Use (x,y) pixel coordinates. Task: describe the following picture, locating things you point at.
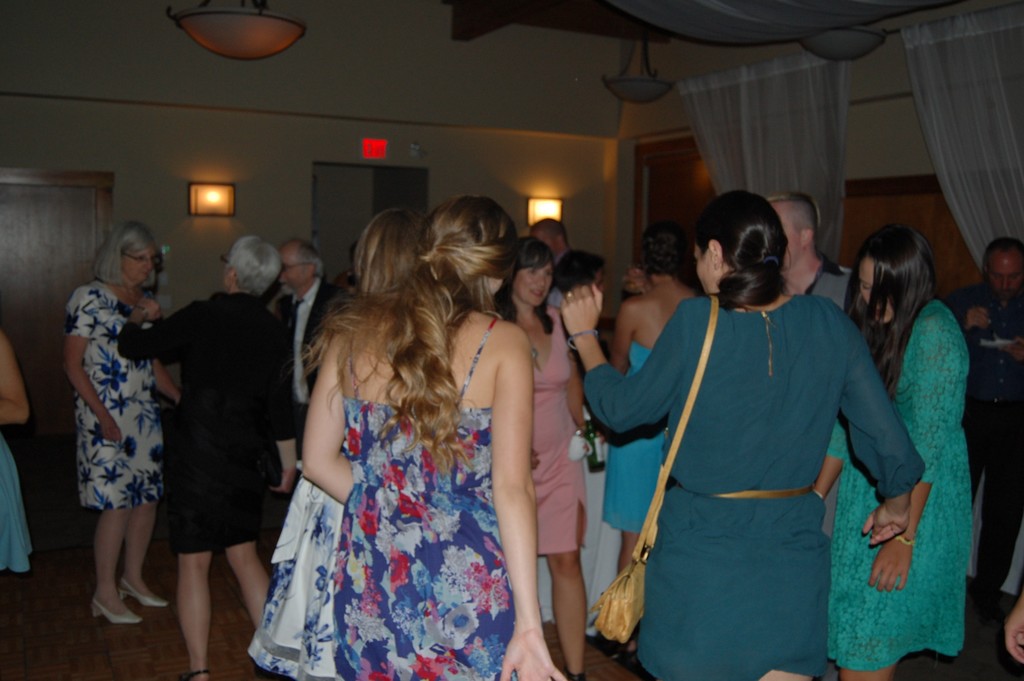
In the picture we can see some people (587,311) are standing on the floor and talking to each other and in the background (902,154), we can see a wall (4,128) with exit door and on the other sides of the exit door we can see lights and besides, we can see two curtains (829,145) to the wall (58,100) which are white in color, and the ceiling (556,39) we can see the lights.
